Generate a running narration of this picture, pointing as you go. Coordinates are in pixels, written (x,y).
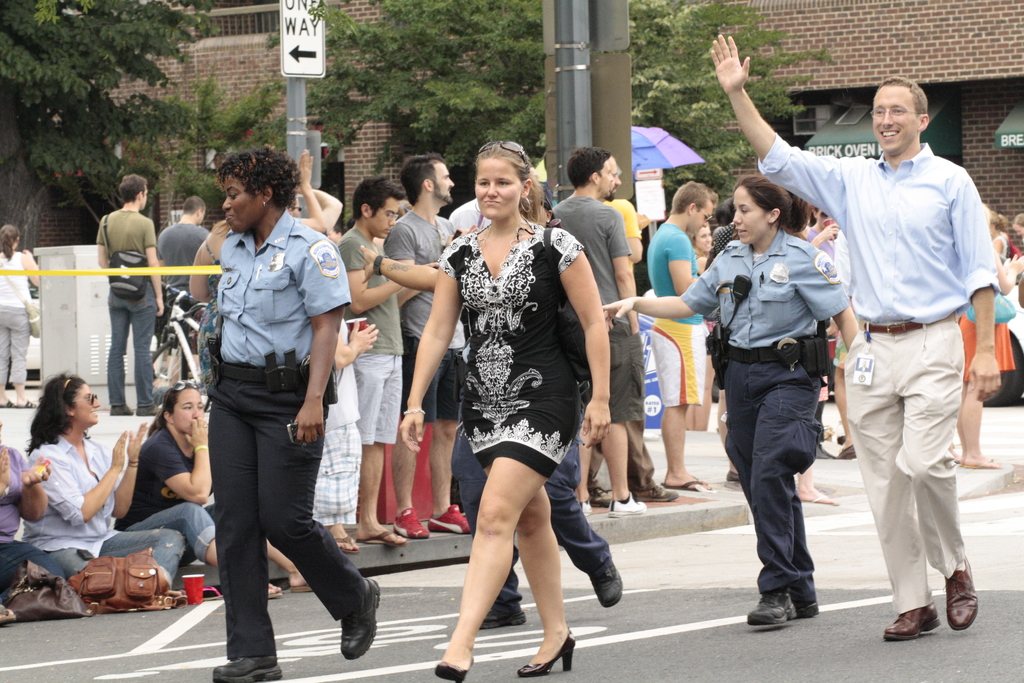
In this image we can see persons (455,344) standing on the road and some persons (163,559) sitting on the footpath (406,536). In the background (327,160) we can see sign boards (307,29), poles (567,64), umbrella (675,161), trees (375,85) and buildings (823,88).
